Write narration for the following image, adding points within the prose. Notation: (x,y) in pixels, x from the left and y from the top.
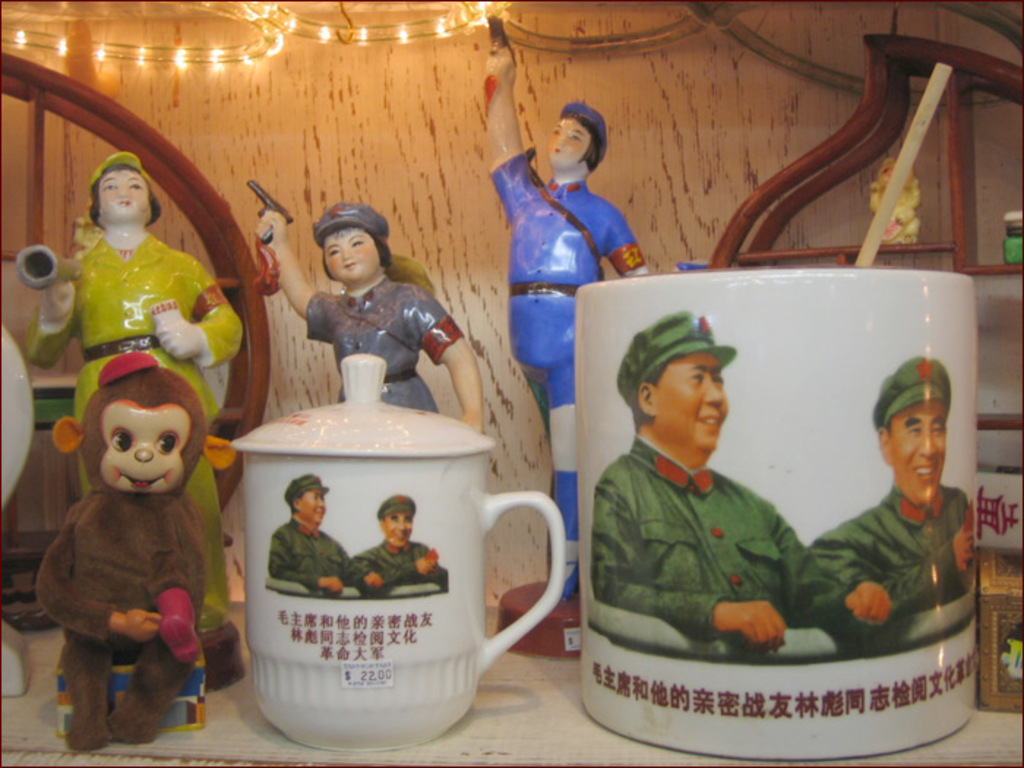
In the image there are some ceramic dolls (569,484) and there are two objects (586,434) the foreground (295,469), on those objects (638,554) there are pictures (687,560) of two men (781,560), in the background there is a light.
